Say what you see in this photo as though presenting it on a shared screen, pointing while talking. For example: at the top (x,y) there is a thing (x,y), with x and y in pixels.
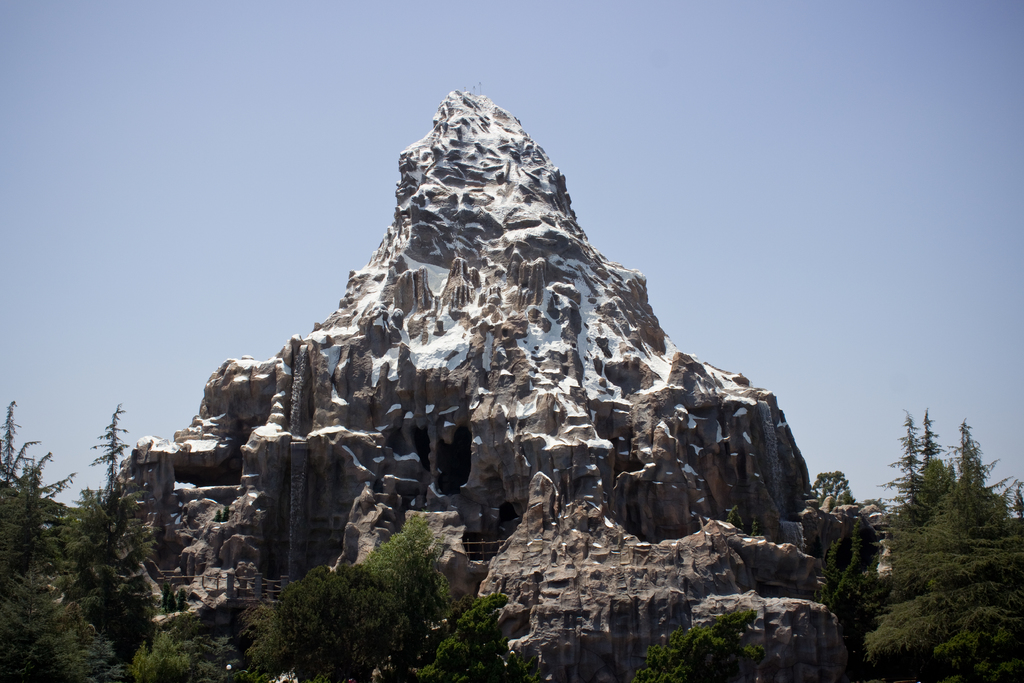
In the center of the image (450,307) we can see a rock (490,453). At the bottom (32,663) there are trees (939,594). In the background (644,204) there is sky (75,245).
